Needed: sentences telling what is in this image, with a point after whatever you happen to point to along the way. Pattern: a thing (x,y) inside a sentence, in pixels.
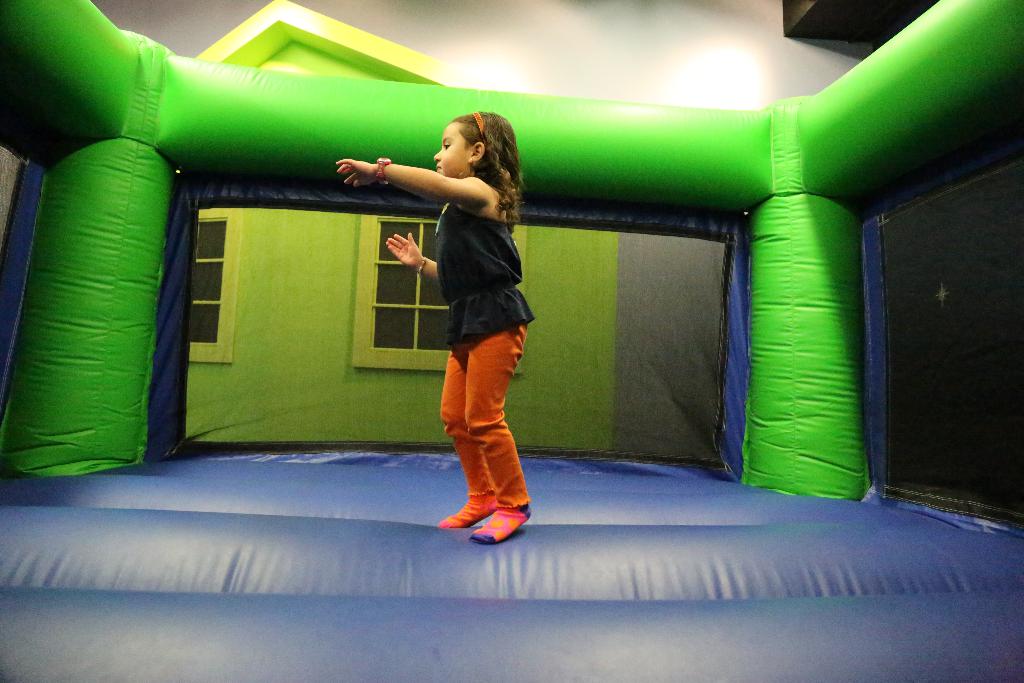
In this image we can see a girl (518,520) is standing on an inflatable object (25,432). In the background (440,344) we can see windows (396,298) and wall (487,87).
